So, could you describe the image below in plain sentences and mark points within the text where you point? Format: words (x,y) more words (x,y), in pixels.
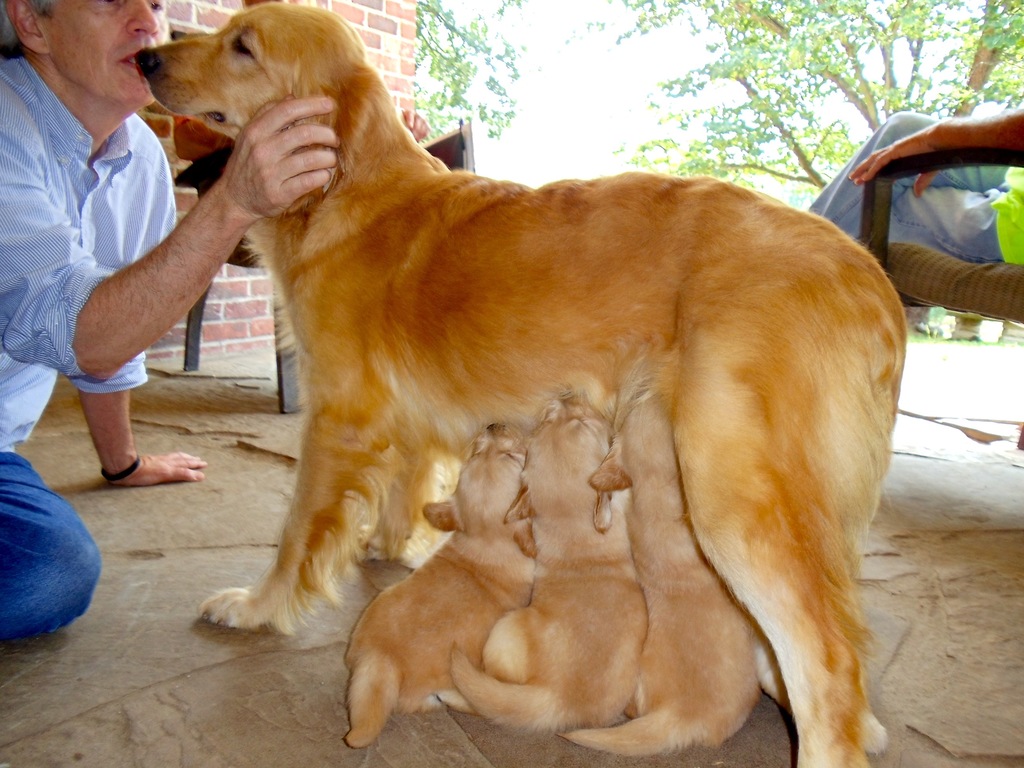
In this image we can see a person (219,225) holding a dog (690,461), there are some puppies (626,499), also we can see a person (944,222) sitting on a chair (934,253), there is a wall (396,50) and trees (816,61), we can see the sky (598,111).
